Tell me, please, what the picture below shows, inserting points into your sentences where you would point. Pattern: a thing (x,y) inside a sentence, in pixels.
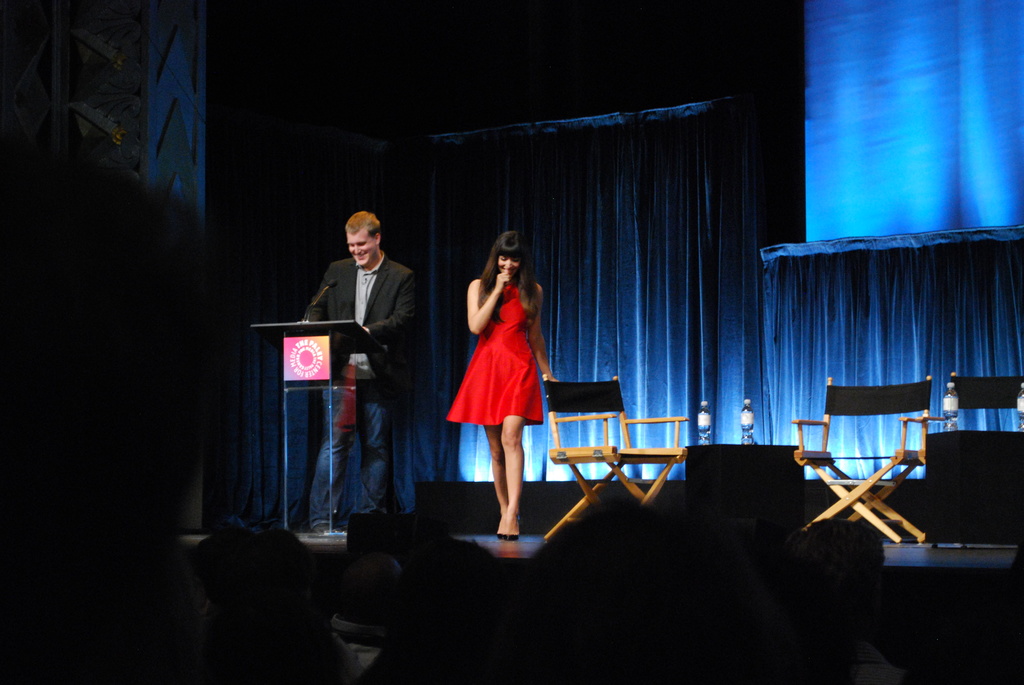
On the left side (327,481) a man (381,327) is standing, he wore a coat (380,340). In the middle (488,338) a beautiful girl (493,437) is walking, she wore a red color dress (531,403) on the right side (899,461) there are chairs (634,461) on the stage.
